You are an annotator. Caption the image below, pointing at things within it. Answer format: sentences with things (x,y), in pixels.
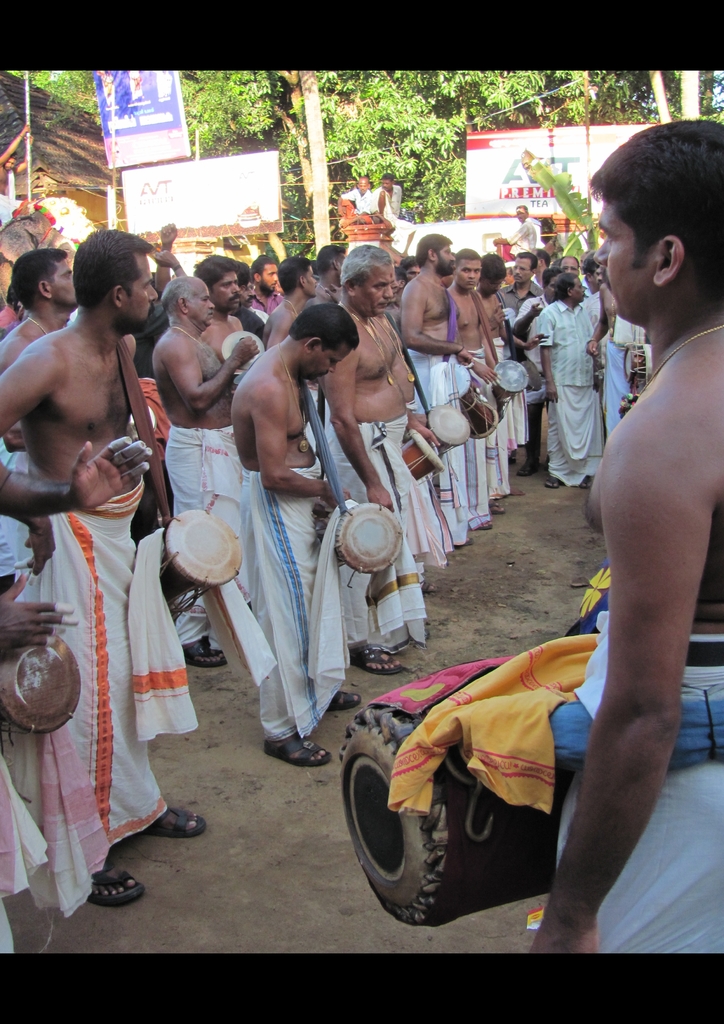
Here we can see a group of people (116,402) Standing and playing drums (559,784) and behind them we can see trees (285,216) and banners (541,194) present.
